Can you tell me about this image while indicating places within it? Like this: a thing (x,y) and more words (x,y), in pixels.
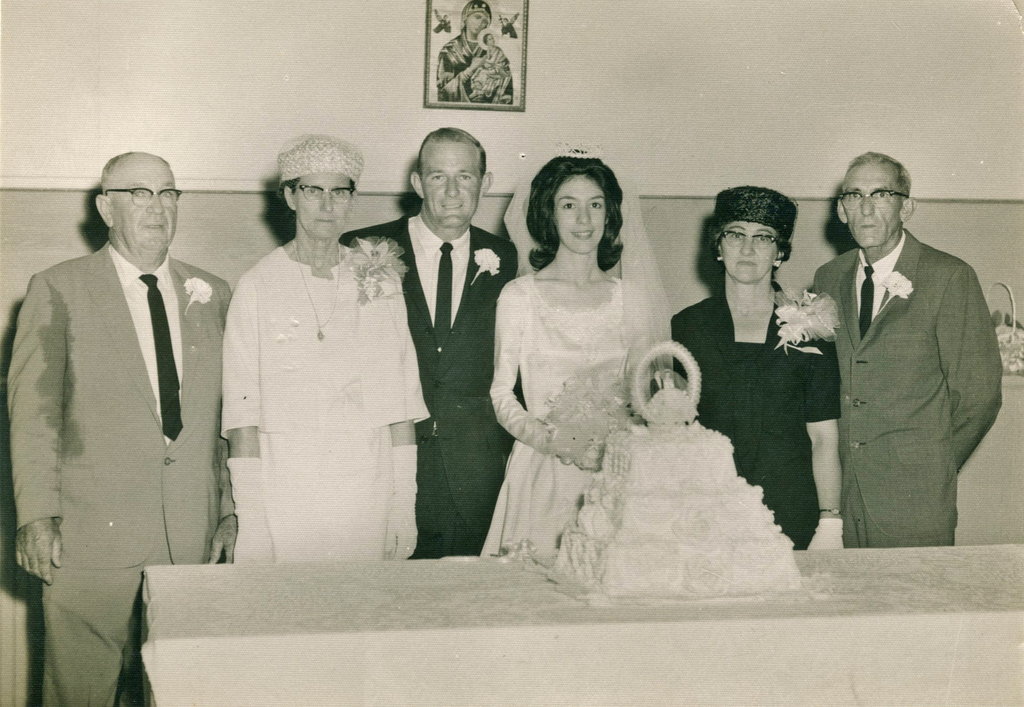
This is a black and white picture, in this image we can see a few people (406,441) standing, in front of them, we can see a table (603,670), on the table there is a cake (745,562), in the background (750,115) we can see a photo frame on the wall (751,98).
